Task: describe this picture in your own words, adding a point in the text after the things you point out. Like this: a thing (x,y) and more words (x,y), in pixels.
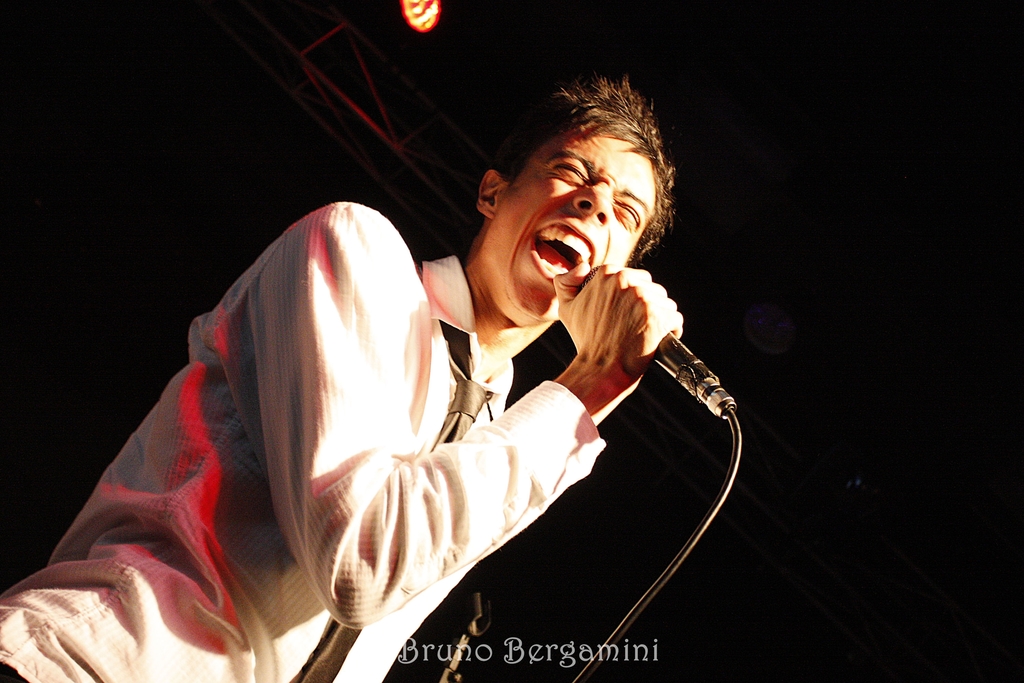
In this image we can see a man (398,429) singing with a mike (655,352). There is a dark background (871,643). At the bottom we can see a watermark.
